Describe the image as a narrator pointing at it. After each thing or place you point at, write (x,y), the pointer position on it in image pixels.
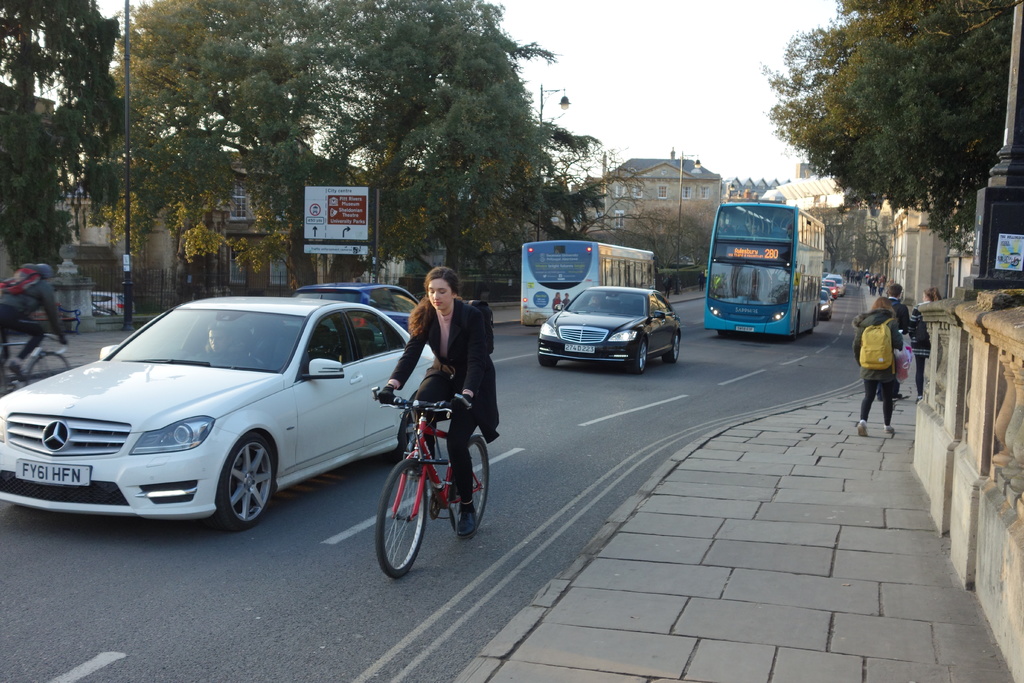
In this image there are vehicles (541,341) on the road (486,516), two persons (437,342) riding bicycles (404,485), on the right side (810,641) there is a footpath (846,460), on that footpath (852,471) people (881,305) are walking, in the top right (894,188) there is a tree (973,172), in the background (470,162) there are trees (445,143), buildings (662,199), sign board (329,216) and a sky (659,125).
